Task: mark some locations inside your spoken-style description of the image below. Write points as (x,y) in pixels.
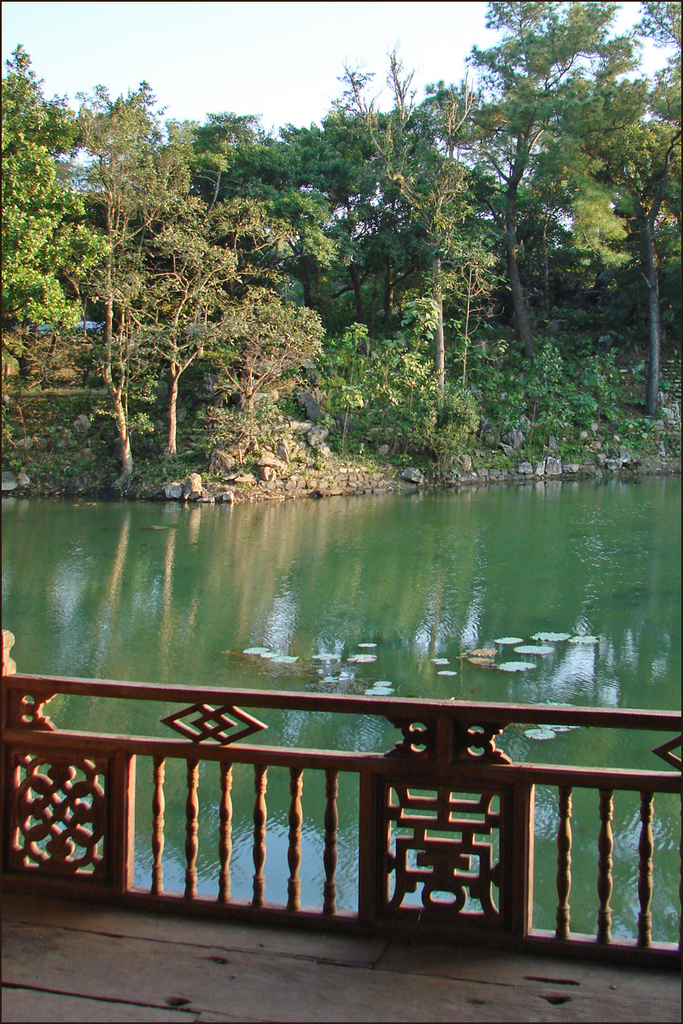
At the bottom (144,962) there is a wooden plank (294,972) and also I can see a railing (122,819). In the middle of the image (350,564) there is a river (336,613). In the background (239,303) there are many plants (584,392) and trees (193,339) and also I can see the stones (550,469). At the top of the image (261,34) I can see the sky (259,32).
